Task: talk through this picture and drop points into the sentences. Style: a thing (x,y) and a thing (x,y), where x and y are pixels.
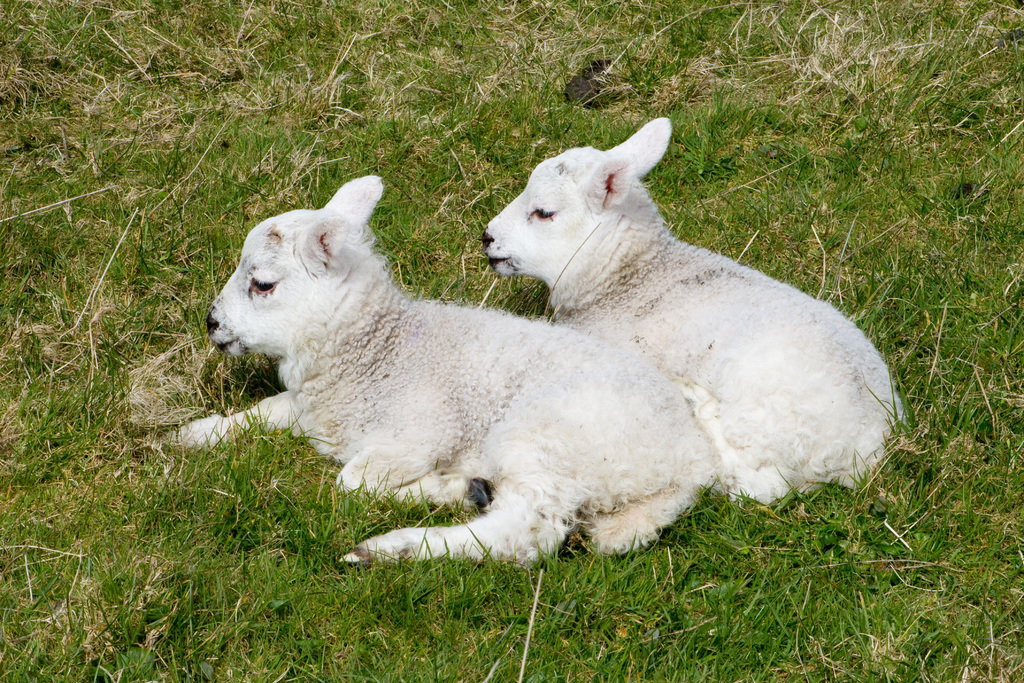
In this picture there are animals (573,343) sitting on the grass (980,299) and the animals (559,377) are in white color. At the bottom (143,493) there is grass (220,474).
